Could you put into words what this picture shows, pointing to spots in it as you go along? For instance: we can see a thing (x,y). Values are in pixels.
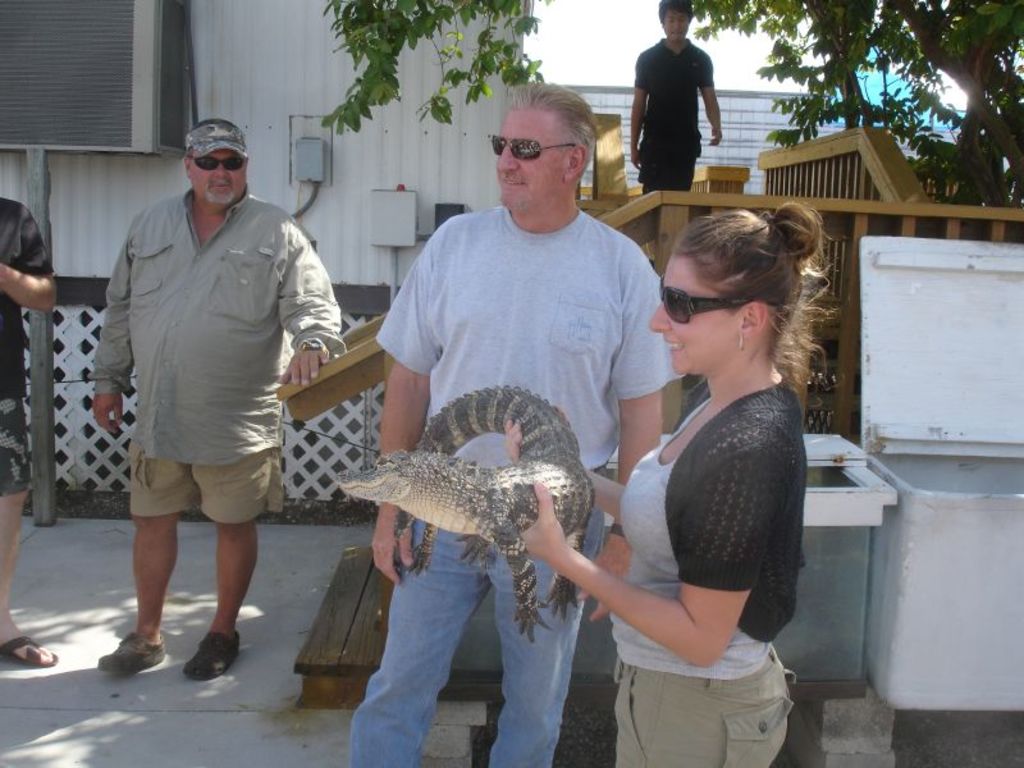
In this image we can see some people (583,364) standing on the ground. In that a woman (693,569) is holding a baby crocodile (515,540). We can also see some containers (918,562) and a fence (316,459). We can also see the wooden railing (886,206), a tree (975,133), some metal boxes (413,196) on a wall (364,262), a person (649,90) standing and the sky (600,67) which looks cloudy.
